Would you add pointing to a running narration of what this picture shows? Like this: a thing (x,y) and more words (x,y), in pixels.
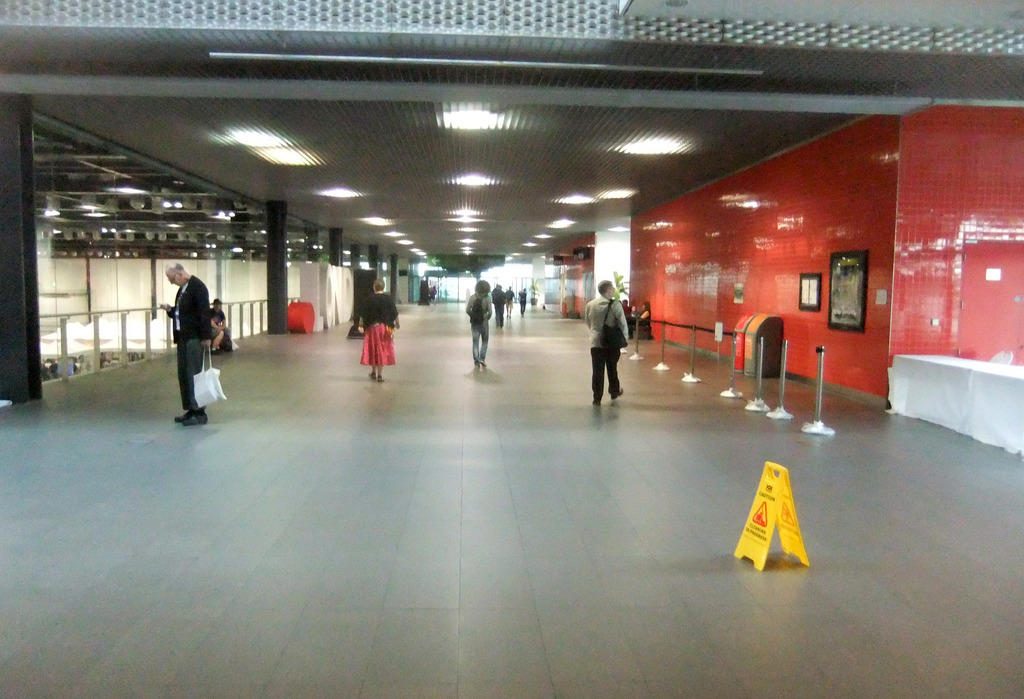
In this image we can see some people (610,363) standing on the floor (273,381). One person (187,307) is holding a bag (206,386) in his hand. On the left side of the image (223,326) we can see two people (222,328) sitting, we can also see railing (262,312). On the right side of the image (753,336) we can see some poles (817,424), machines (775,356) placed on ground (787,387), table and photo frames (820,297) on the wall (758,298). At the top of the image (514,125) we can see some lights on the roof (357,46).
